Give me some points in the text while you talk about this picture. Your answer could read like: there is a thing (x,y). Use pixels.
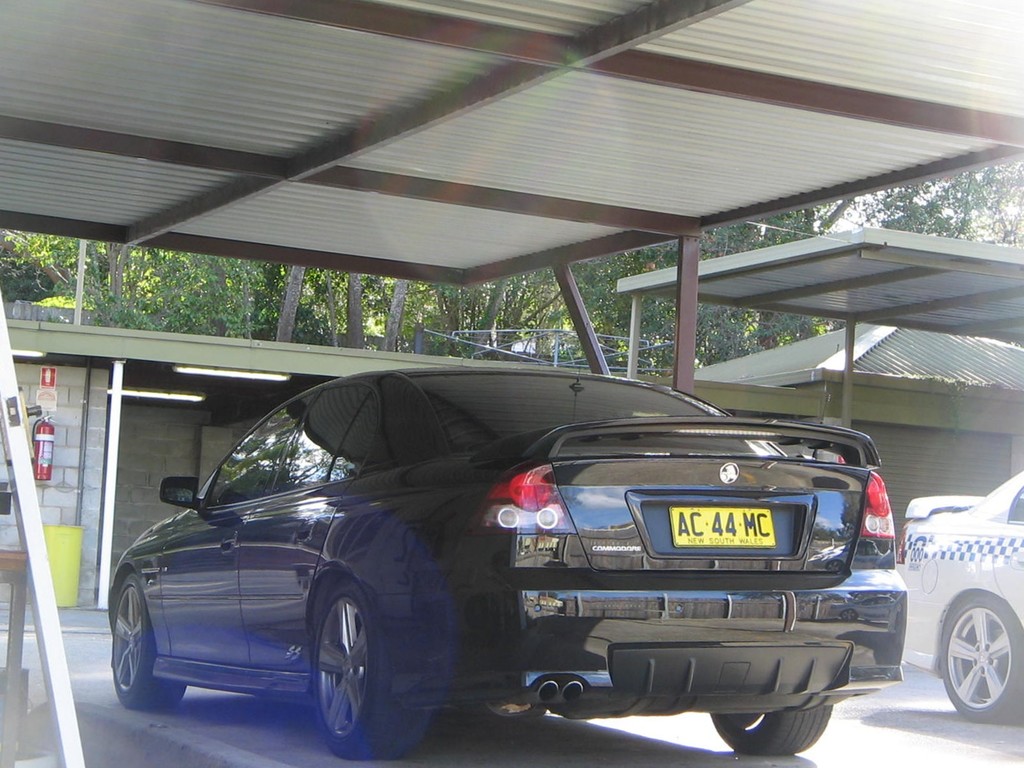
In the foreground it is looking like there is a glass (30,738). On the left (22,481) we can see a white color object (5,427) and a wooden object (15,582). In the middle (484,466) there are cars (346,453). At the top (354,152) we can see iron roof (491,85). In the background (426,325) there are buildings (62,332), trees (215,337), light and brick wall (93,450). On the left (39,454) we can see fire extinguisher (36,437) and dustbin (71,568).
